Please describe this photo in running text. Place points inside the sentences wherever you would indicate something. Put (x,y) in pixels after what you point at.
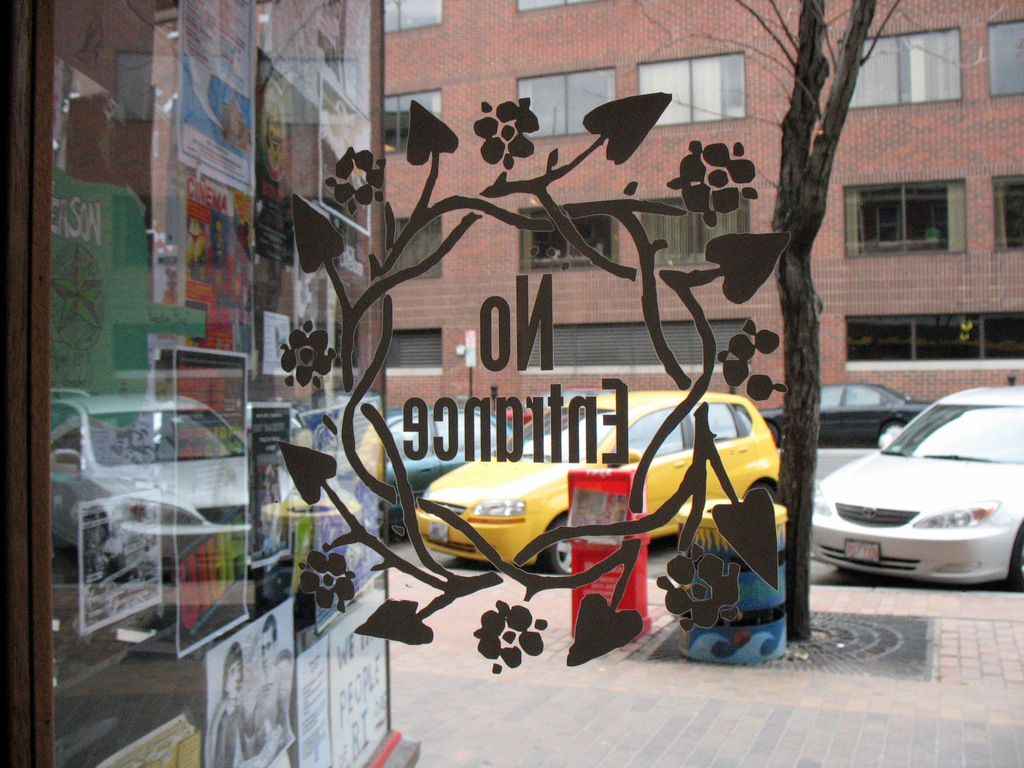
In this picture there is a text (536,321) on the mirror (766,312). Behind the mirror (499,214) there are vehicles (521,468) on the road (816,580) and there is a tree (802,573) and dustbin (712,547) on the footpath (566,621) and there is a building (524,239). On the left side of the image (285,524) there are posters (355,698) on the mirror (165,487).
